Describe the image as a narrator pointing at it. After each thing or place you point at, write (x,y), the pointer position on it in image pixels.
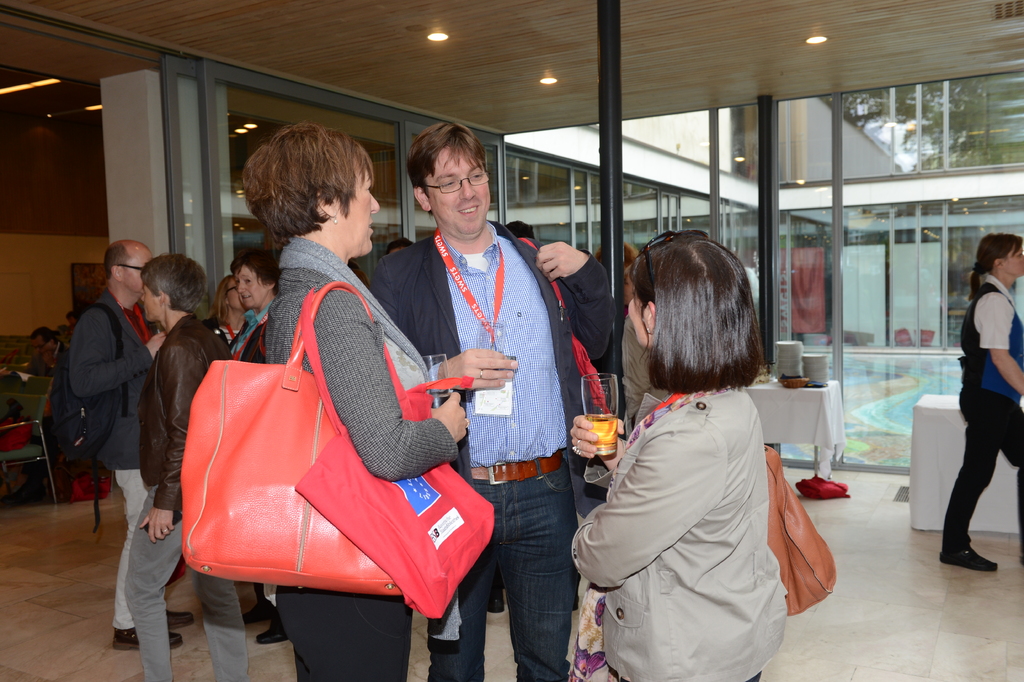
In this image we can see these people (297,306) wearing jackets (425,266), identity cards (455,273) and bags (233,476) are holding glasses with drink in it and standing on the floor (840,561). In the background (953,357), we can see a few more people (1006,324), glass doors (831,336), tables (804,406) upon which we can see plates (812,356) and lights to the ceiling (692,41).
